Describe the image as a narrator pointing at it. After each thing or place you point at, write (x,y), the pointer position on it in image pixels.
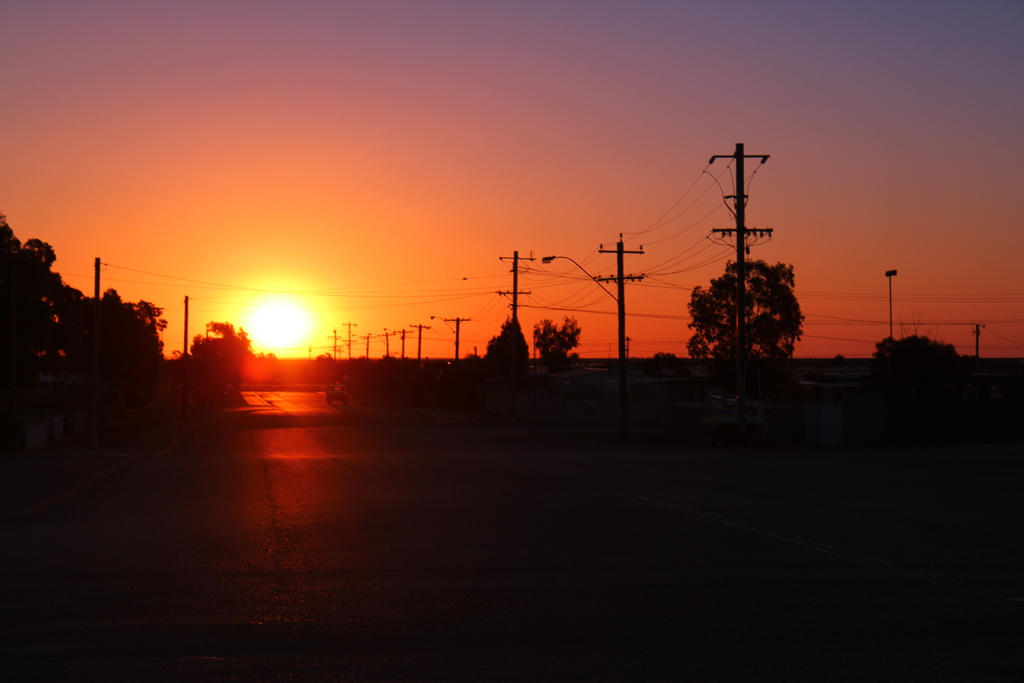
In this image we can see trees (783,339). Also there are electric poles (185,303) with wires (686,316). In the background (345,194) there is sky (392,132). And the image is looking dark.
